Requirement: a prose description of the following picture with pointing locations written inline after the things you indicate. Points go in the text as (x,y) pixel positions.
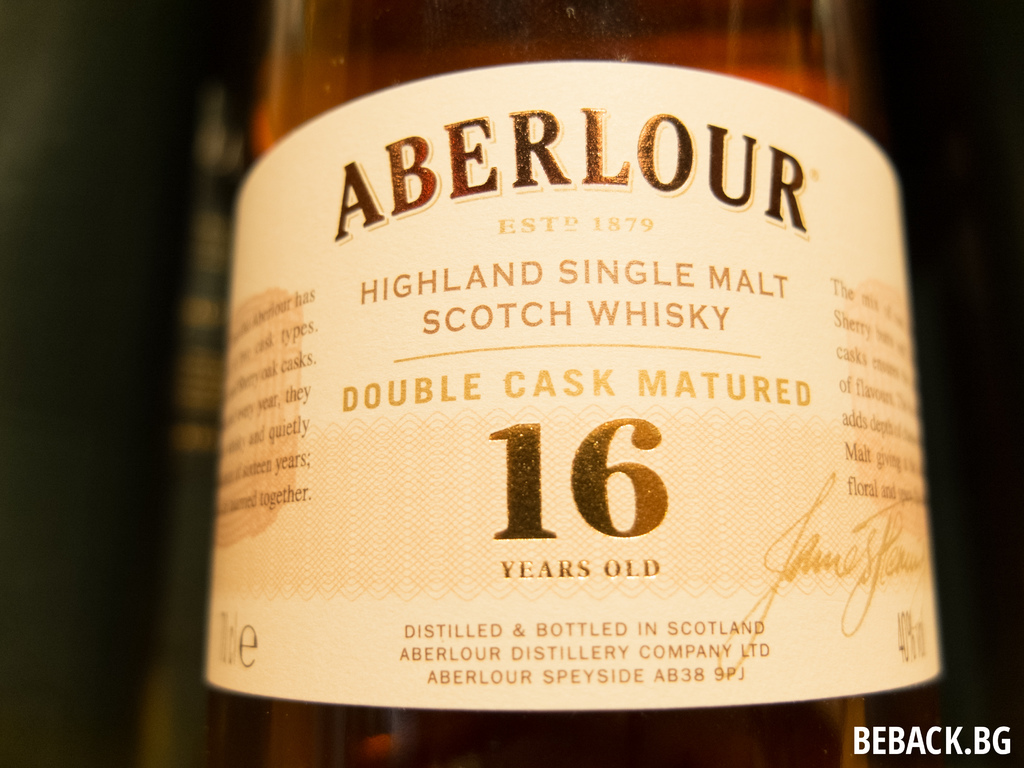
there is a glass bottle (292,475) on which Aberlour is written.
